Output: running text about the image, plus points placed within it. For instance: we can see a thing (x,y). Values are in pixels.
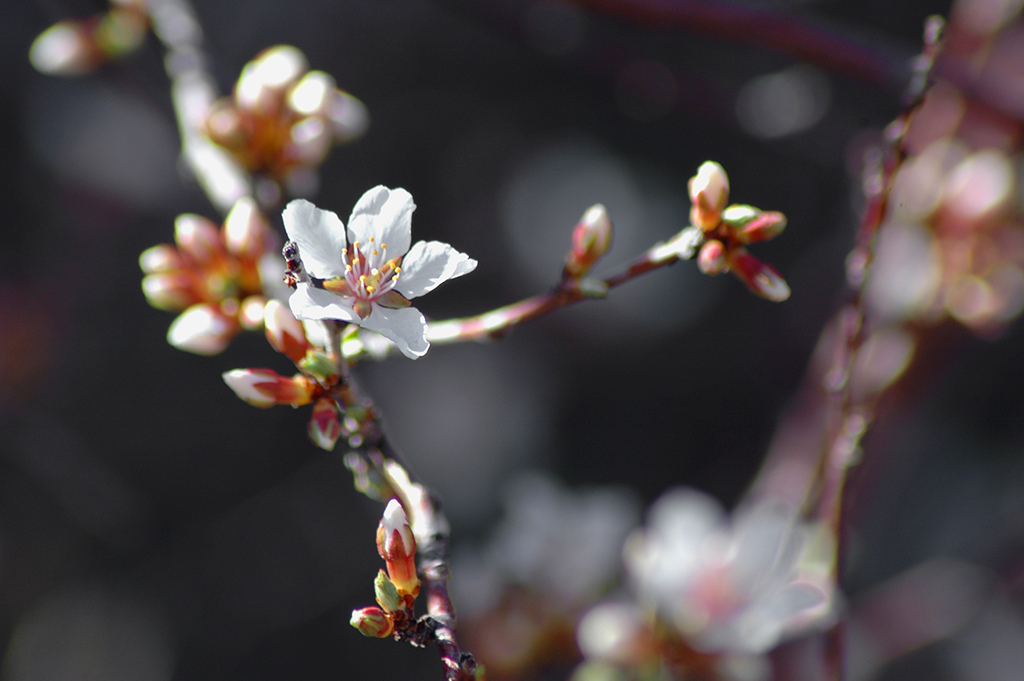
In this picture we can see flowers (241,394) and in the background (598,469) it is blurry.
